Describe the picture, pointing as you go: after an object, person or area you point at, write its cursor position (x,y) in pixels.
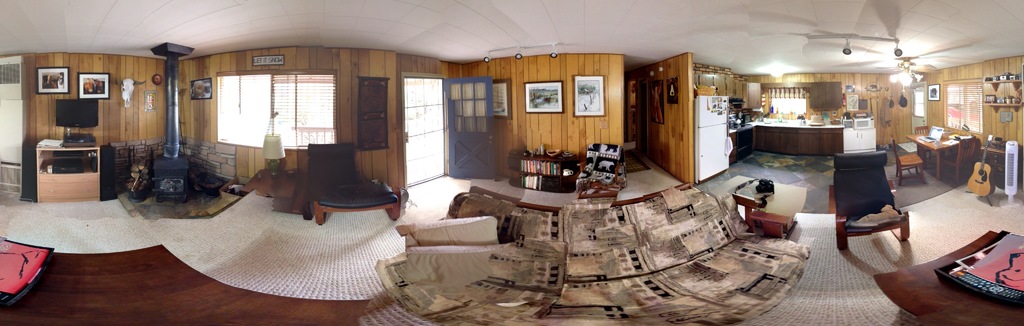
This image is taken in the room (723,157). In this image there are doors (463,163) and windows (237,124). We can see blinds (962,87). There are tables (895,285) and chairs (352,181). We can see a countertop (833,127) and there are things (742,116) placed on the counter top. There is a refrigerator (703,167) and we can see lights (910,81). On the right (991,186) there is a guitar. We can see frames (44,87) placed on the wall (208,127) and there is a television (66,116). There are stands (513,166).
